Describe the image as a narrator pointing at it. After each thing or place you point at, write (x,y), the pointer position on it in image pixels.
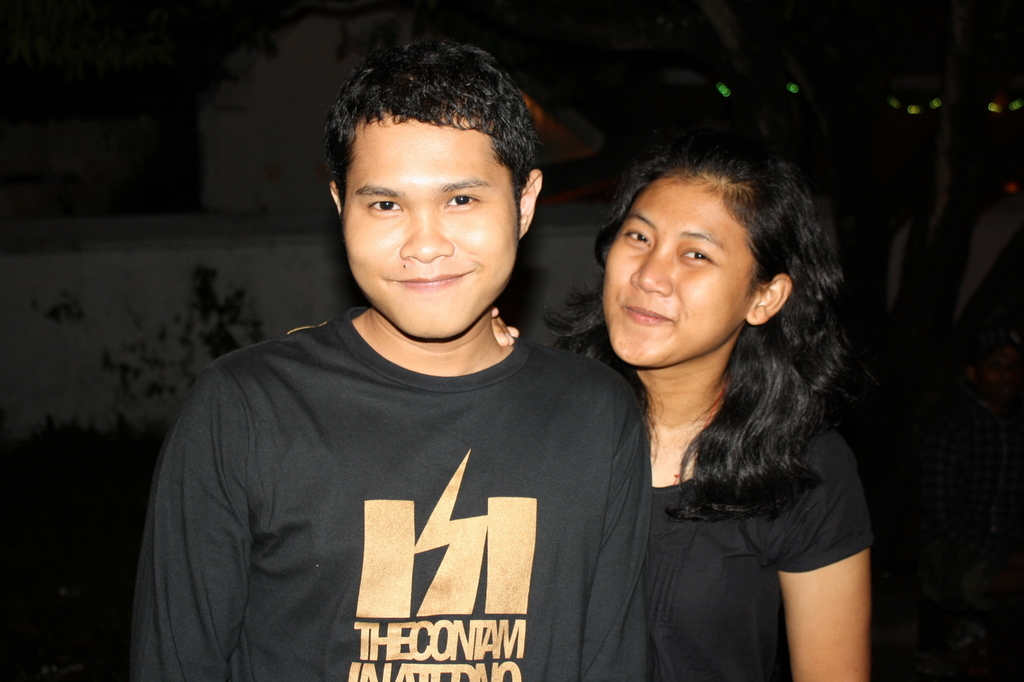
In this picture we can see a man (542,348) and woman (618,328), they both are smiling, behind them we can see dark background (827,115).
